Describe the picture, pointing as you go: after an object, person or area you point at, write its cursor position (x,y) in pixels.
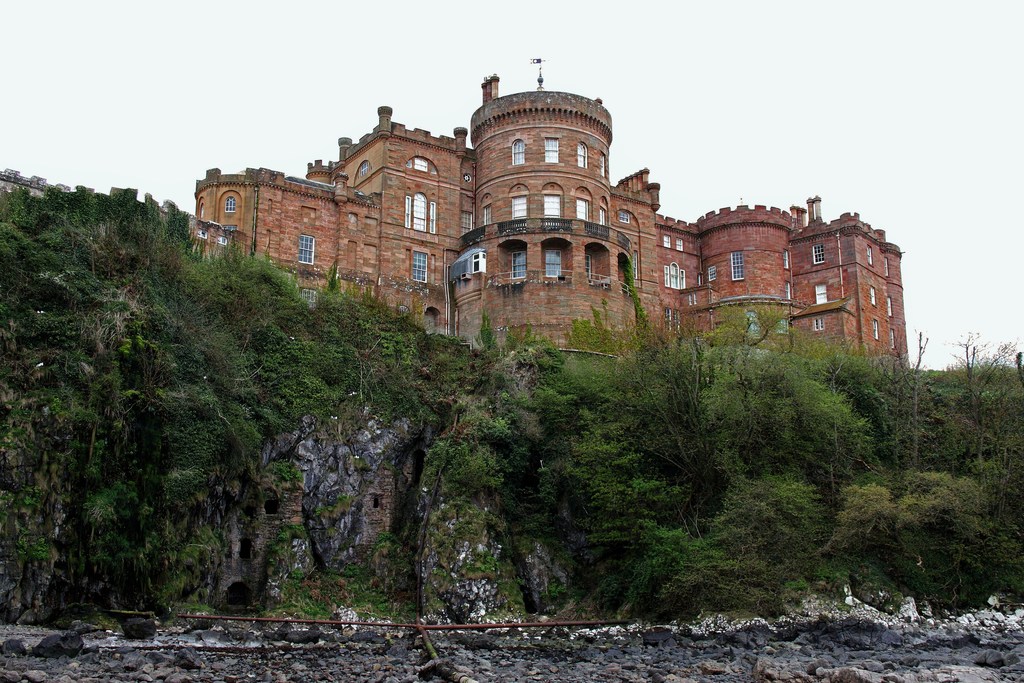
In this image we can see trees (587,465) and a wall (264,517). Also there are stones (480,647). In the background (408,236) there is a building (469,222) with windows (579,207) and brick walls (587,239). In the background (746,118) there is sky (221,79).
